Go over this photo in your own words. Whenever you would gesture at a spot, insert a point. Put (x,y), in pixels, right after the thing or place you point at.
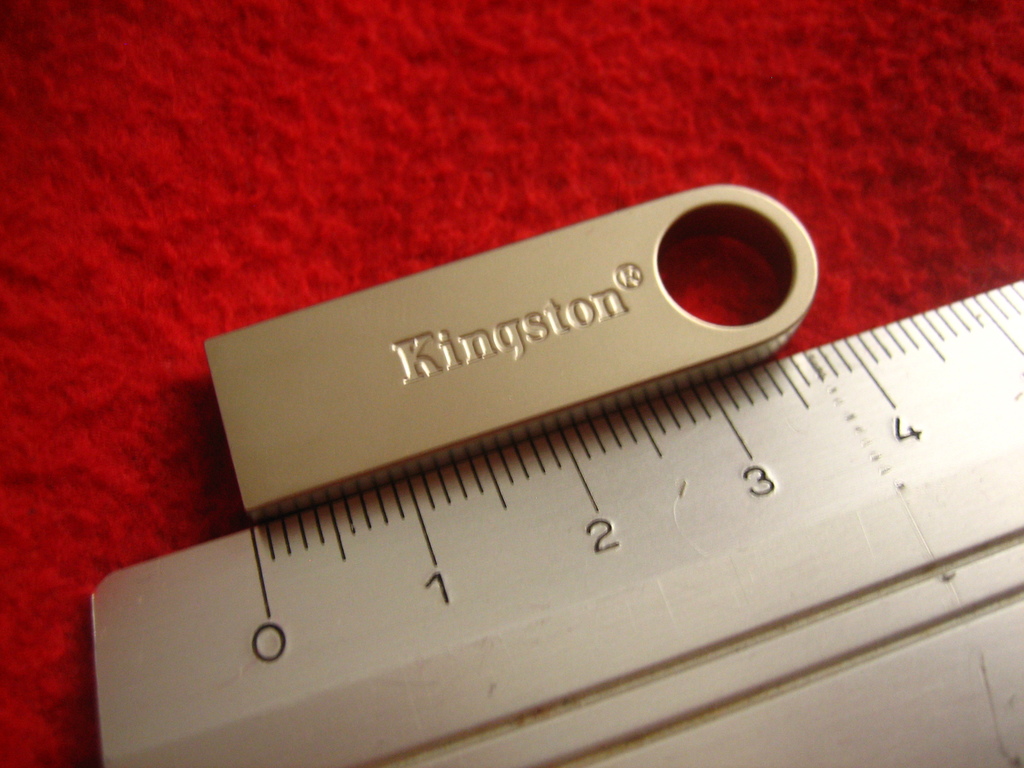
In this image, we can see a measuring scale (676,611) with lines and numerical numbers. Here we can see a silver object (518,376). These objects (646,374) are placed on the red surface (419,211).
